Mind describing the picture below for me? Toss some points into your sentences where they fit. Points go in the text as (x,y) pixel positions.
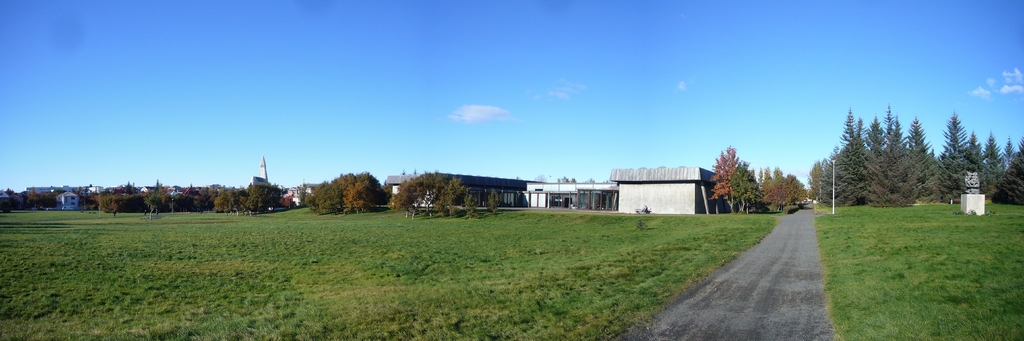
In this picture there is a road (772,280) and there are trees (358,188) and a greenery ground (753,215) on either sides of it and there are buildings (469,184) in the background (297,195).
